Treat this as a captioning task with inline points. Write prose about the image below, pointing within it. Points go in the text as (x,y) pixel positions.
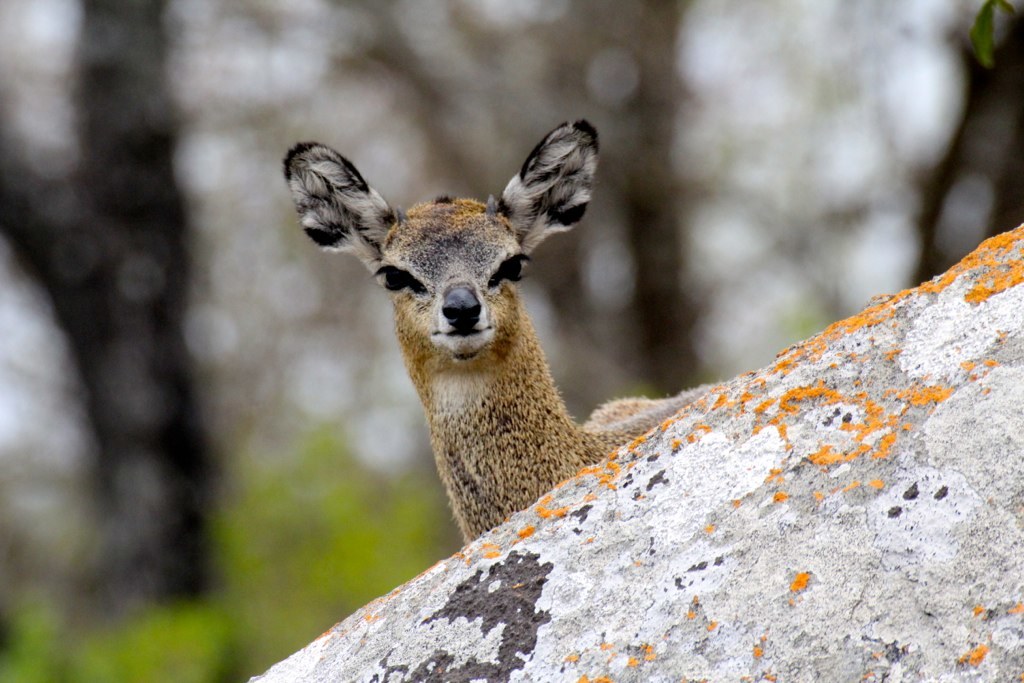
In this image we can see an antelope (516,415) and a rock (839,349).
